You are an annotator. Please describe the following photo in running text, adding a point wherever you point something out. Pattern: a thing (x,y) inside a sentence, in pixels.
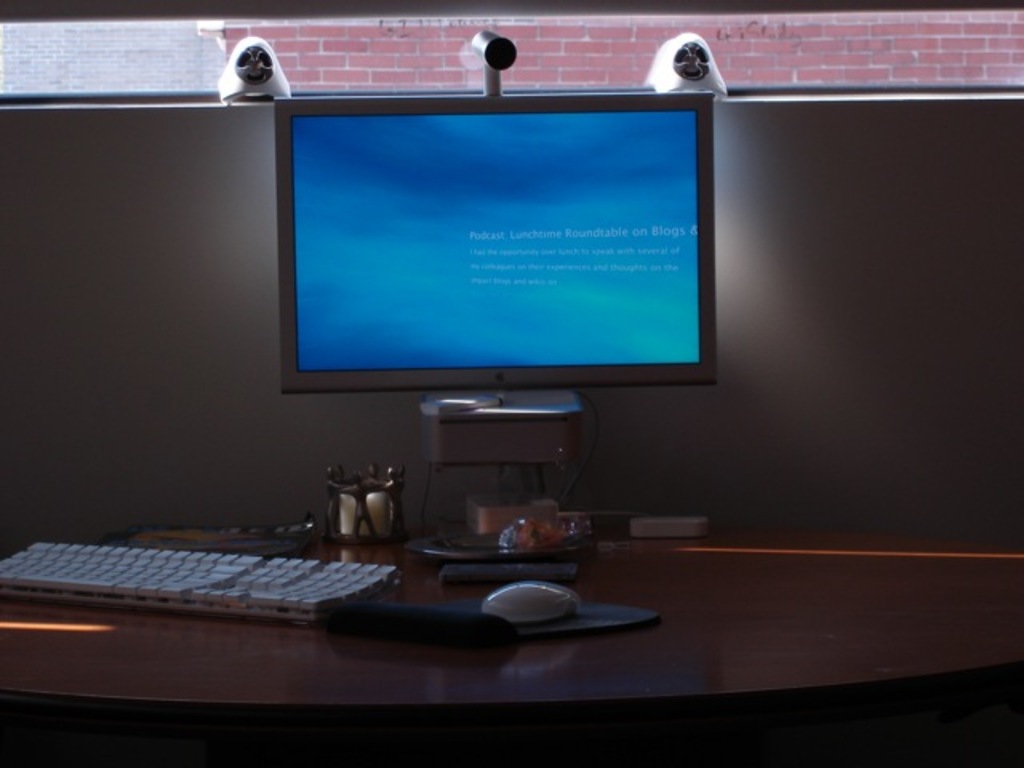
On this table (502,666) we can able to see mouse (528,596), holder (394,517), book (292,524), box (684,523), monitor (481,268), keyboard (359,562) and camera (483,53). At background (875,23) there is a brick wall (818,60).
